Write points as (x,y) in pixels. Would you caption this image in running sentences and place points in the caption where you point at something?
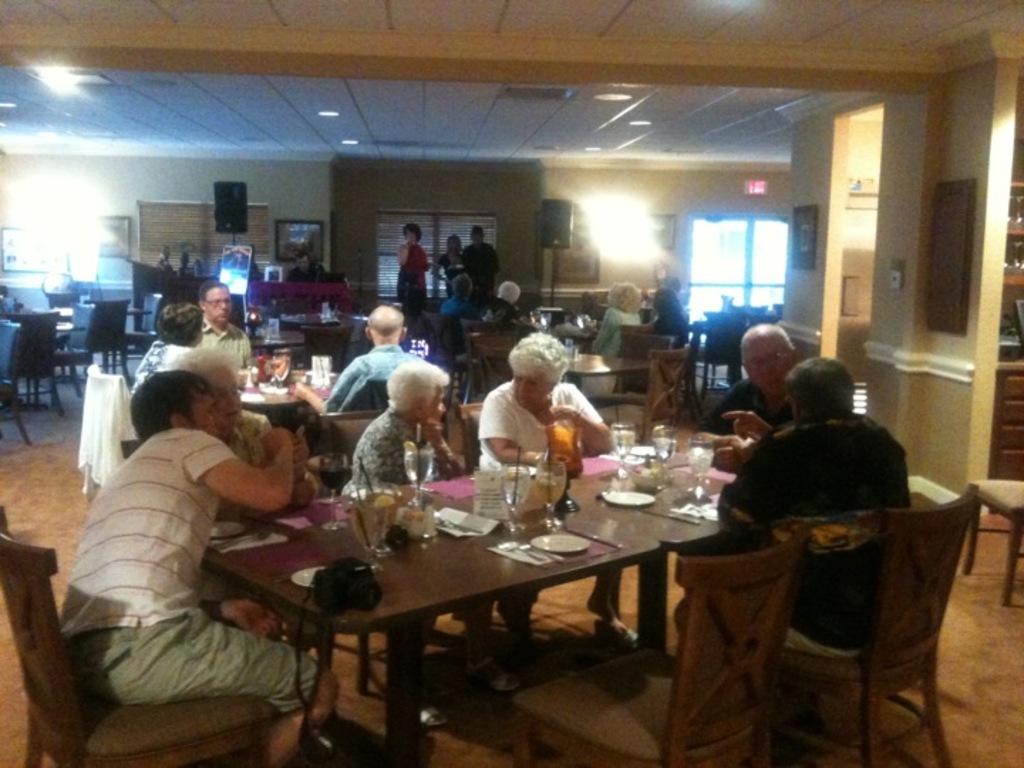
In this image I can see the group of people (270,623) with different color dresses (159,620). I can see few people (185,403) are sitting in-front of the tables (402,714) and few people (401,283) are standing. On the tables (388,717) I can see the glasses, plates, board (478,494) and some objects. In the background (297,398) I can see few more chairs (42,337) and tables (286,396), sound boxes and the boards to the wall (556,301). There are lights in the top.
